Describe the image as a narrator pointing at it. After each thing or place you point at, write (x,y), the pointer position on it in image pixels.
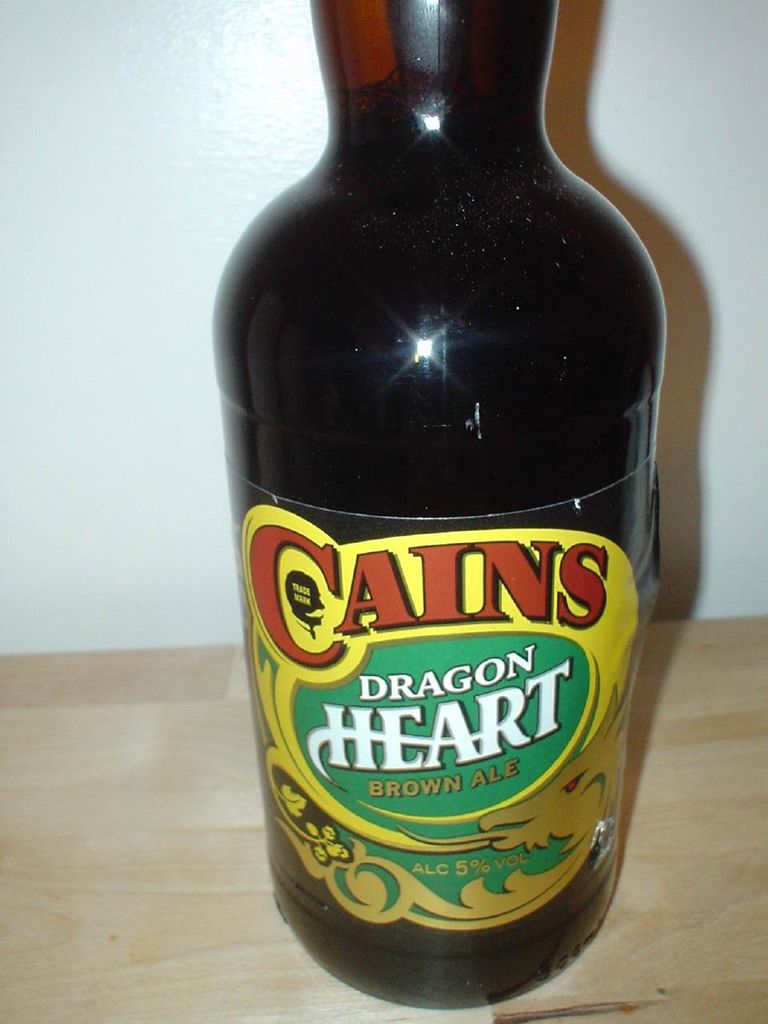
In this image we can see a bottle (440,760) with label (558,524) and some text (595,575) on it placed on the wooden surface (678,1011). At the top of the image (600,66) we can see a wall (553,80).
